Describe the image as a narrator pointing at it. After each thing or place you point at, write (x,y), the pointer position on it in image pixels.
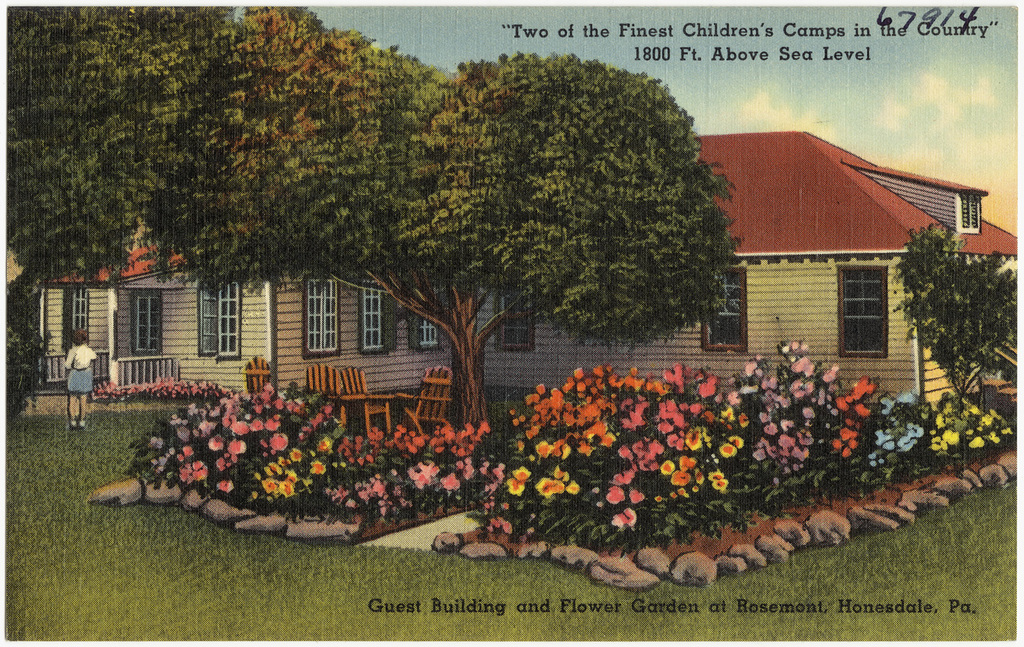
This image consists of trees (456,258). There is a house (559,365) in the middle (559,365). There are plants (743,472), which have flowers (805,456) in the middle (550,411). There are chairs (432,384) in the middle (441,374). There is a person (87,371) on the left side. There is sky (691,17) at the top (783,69).
